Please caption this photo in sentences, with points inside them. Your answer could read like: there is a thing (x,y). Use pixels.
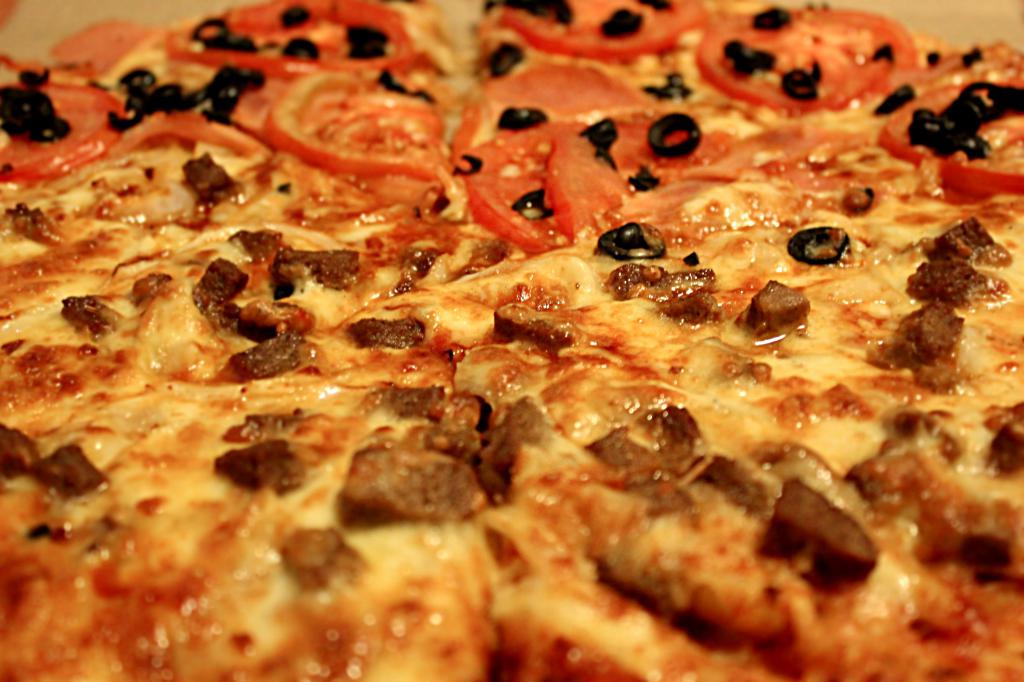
In this picture I can see pizza (569,309).
